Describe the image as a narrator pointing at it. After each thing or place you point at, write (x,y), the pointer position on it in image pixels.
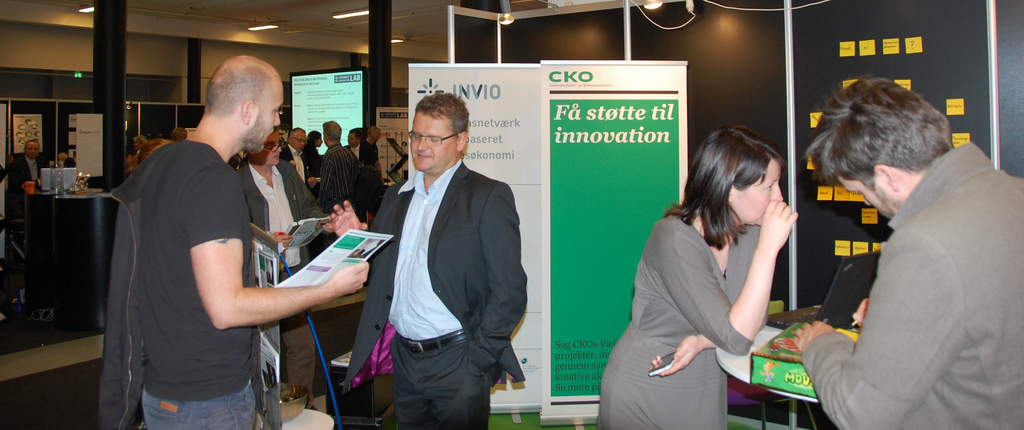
In this picture I can see there is a man (919,312) standing on to right (905,335) and he is writing something and there is a woman (746,286) standing next to him and she is looking at right side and there is a laptop (859,280) in front of her. There is a man (482,197) behind her and he is wearing a blazer (479,214), spectacles (438,137) and he is speaking. There is a man (197,147) standing in front of him holding a paper (320,267) and there are many people (304,160) standing in the backdrop (328,144), there are lights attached to the ceiling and there is a black wall (828,51) on to right (950,37) and there are paper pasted on the wall (479,23).
